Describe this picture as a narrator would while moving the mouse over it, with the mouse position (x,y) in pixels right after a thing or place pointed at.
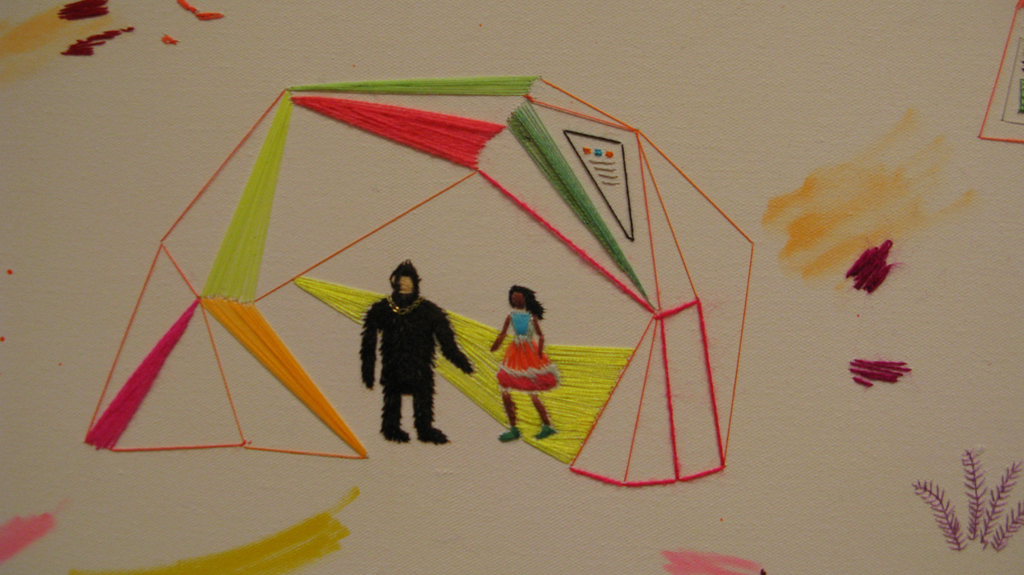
In this image we can see an art (514,402) with the threads (477,399) on the cloth (474,440).
